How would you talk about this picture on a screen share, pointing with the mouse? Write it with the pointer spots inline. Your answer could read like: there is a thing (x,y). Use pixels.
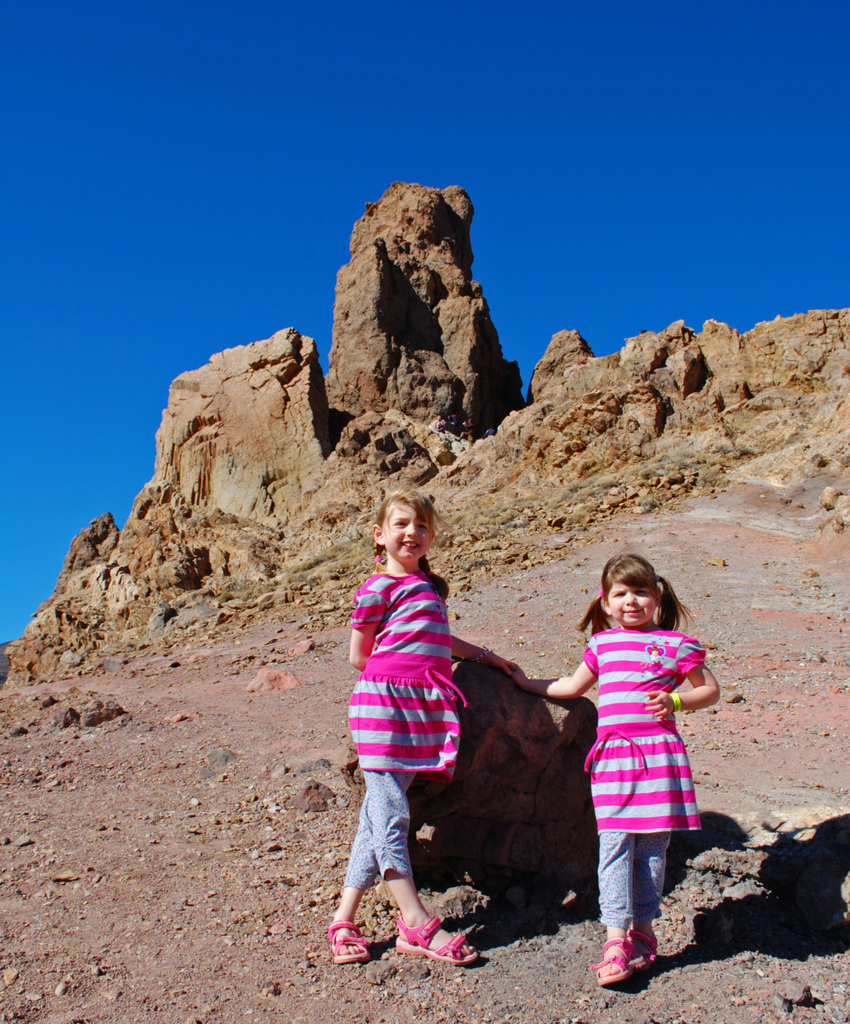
In this image I can see two girls (500,669) are standing and I can see both of them are wearing pink dress (389,723) and pink sandals (465,959). I can also see shadows (539,865), stones (513,534) and the sky (249,232) in background (434,138).
